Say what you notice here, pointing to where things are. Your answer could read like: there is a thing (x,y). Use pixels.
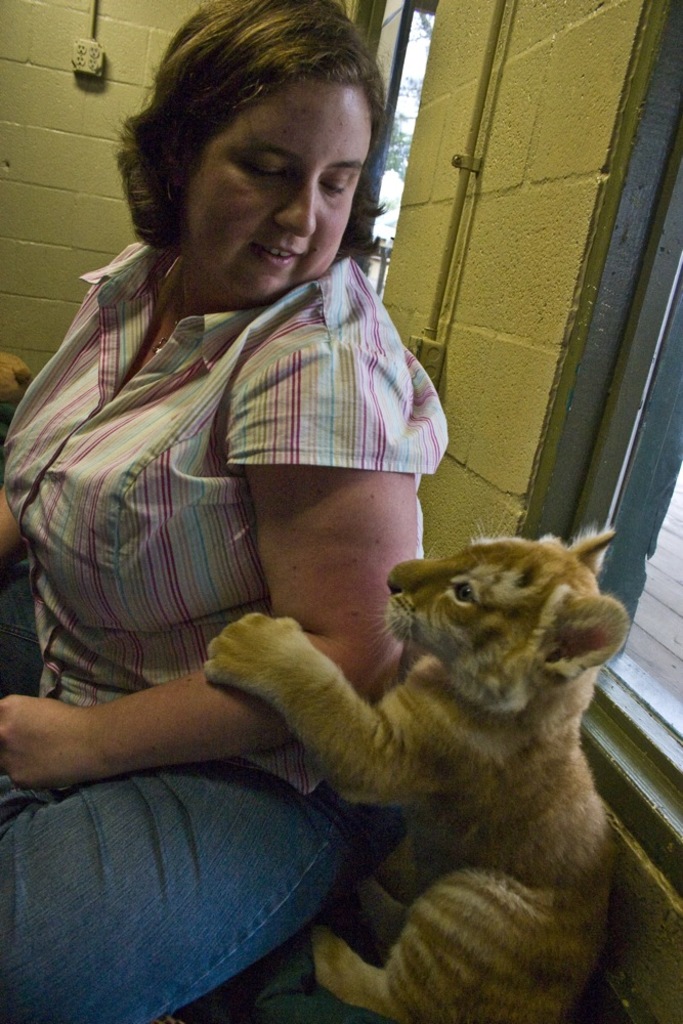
This picture shows a woman (64,379) seated and we see a tiger cub (389,770).
